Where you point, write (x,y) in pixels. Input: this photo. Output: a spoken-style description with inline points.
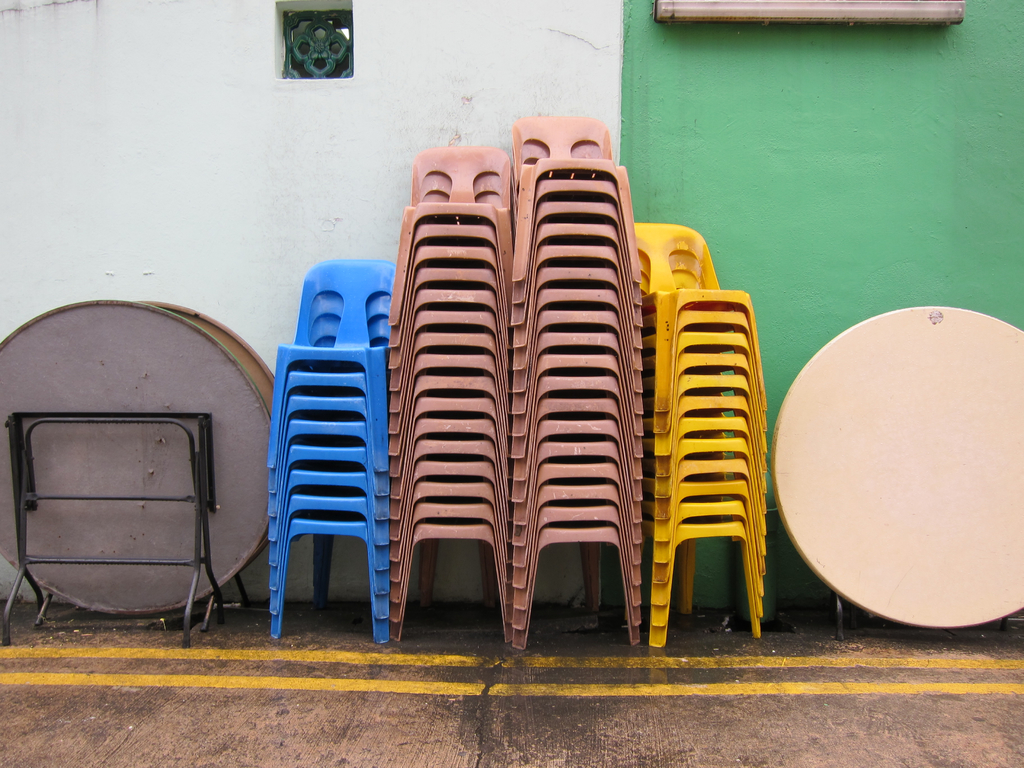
In this image we can see a group of chairs (459,530) which are placed one on the other on the ground (612,676). We can also see some tables (178,595), a wall (318,172) and a window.
